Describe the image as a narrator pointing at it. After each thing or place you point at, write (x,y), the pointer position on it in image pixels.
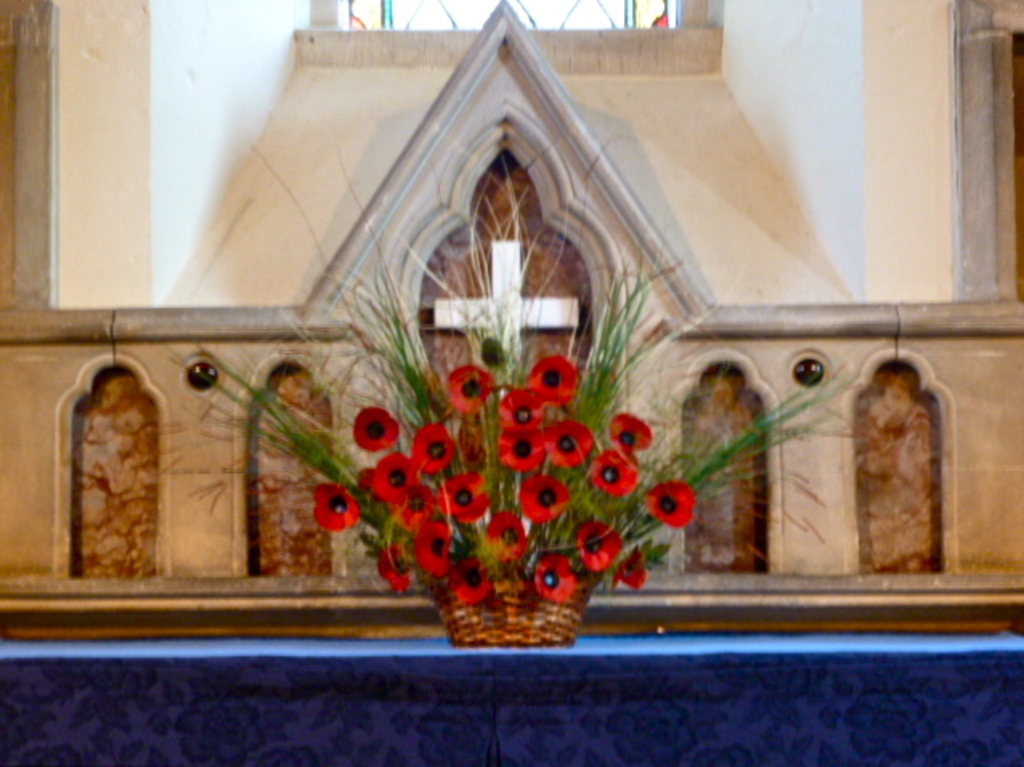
In this image there is a flower pot (495,598) on the table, behind the flower pot (400,439) there is a wall (757,253) with a cross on it.
